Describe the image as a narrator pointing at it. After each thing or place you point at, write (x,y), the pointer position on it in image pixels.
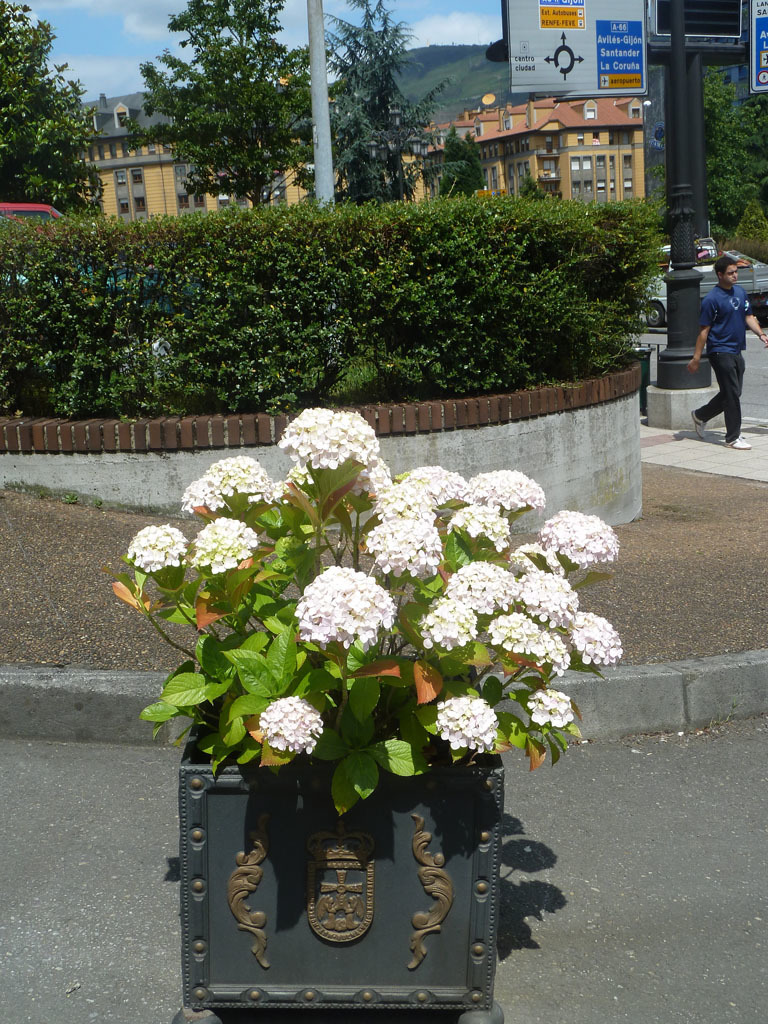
In this image I can see number of white colour flowers (277,489) and green leaves (310,681) in the front (346,736). In the background (494,214) I can see bushes (41,330), few poles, few boards (620,63), few buildings (561,152), clouds (475,15), the sky (138,52) and on these boards (596,59) I can see something is written. On the right side of this image (720,268) I can see a man (730,265) and I can also see few vehicles (739,274) on the both sides of the image.
